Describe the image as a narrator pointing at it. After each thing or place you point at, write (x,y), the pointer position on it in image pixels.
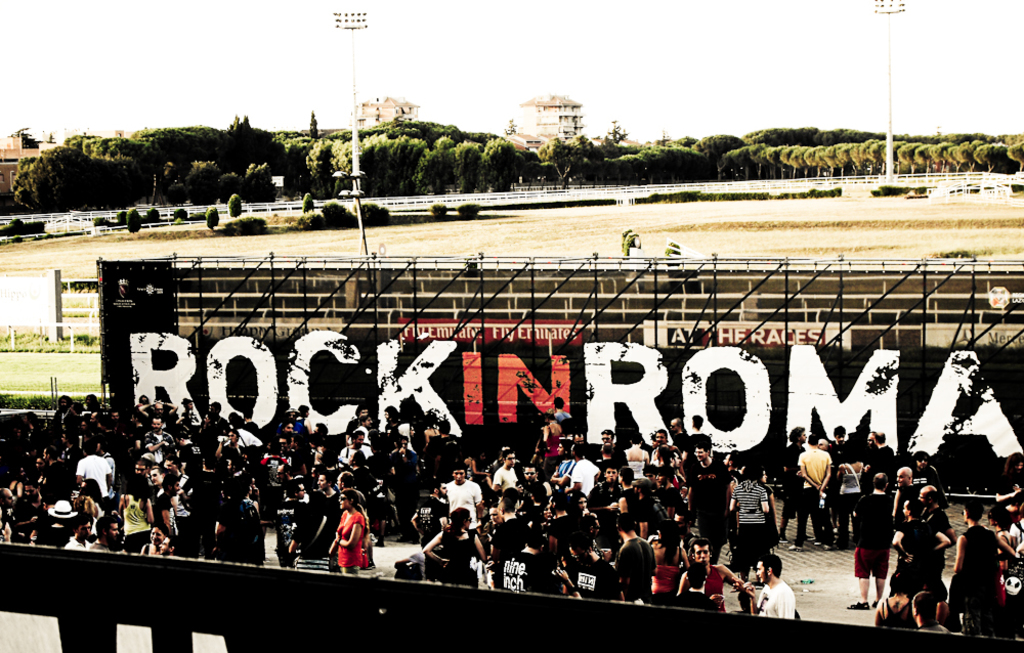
In this image we can see a group of people (579,531) standing on the ground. In the center of the image (439,364) we can see sign boards (511,363) with some text (947,393), poles (271,285). In the background (80,337), we can see a fence (985,185), light poles (893,186), group of trees (433,167), plants (132,215), buildings (384,105) and the sky (422,59).
